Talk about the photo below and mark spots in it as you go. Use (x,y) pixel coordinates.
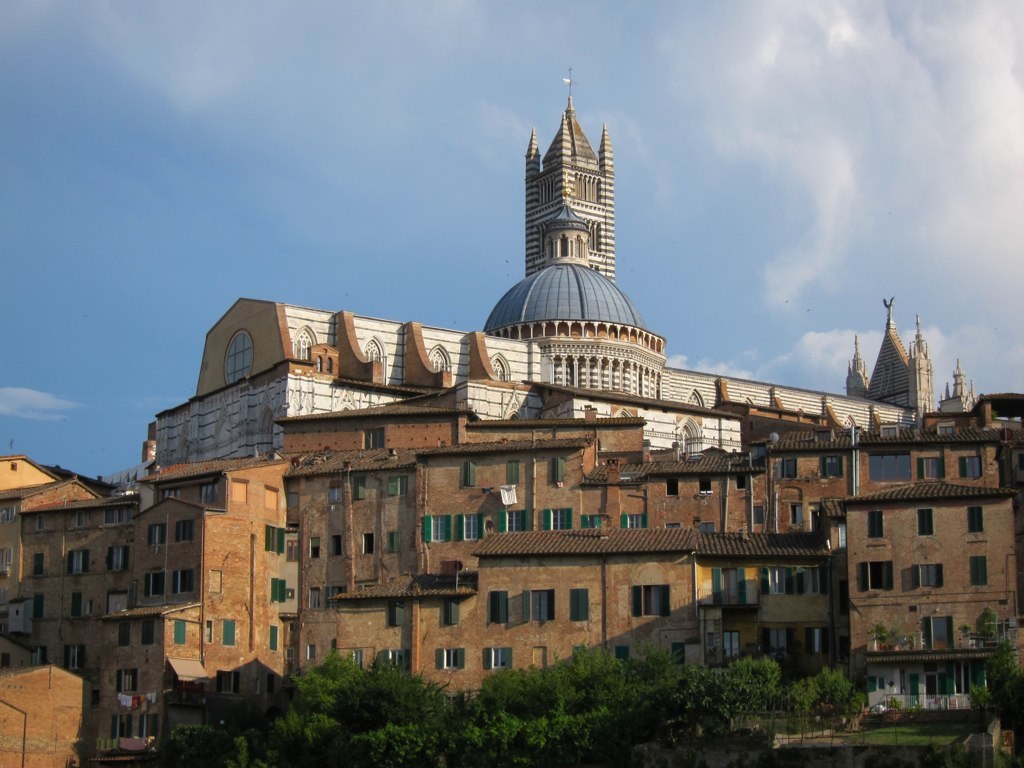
In this picture we can see brown color building (550,505) in the front (657,505). Behind there is a white building (566,361) with grey dome (583,307) and tower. In the front (554,749) bottom side there are some trees (425,730).
